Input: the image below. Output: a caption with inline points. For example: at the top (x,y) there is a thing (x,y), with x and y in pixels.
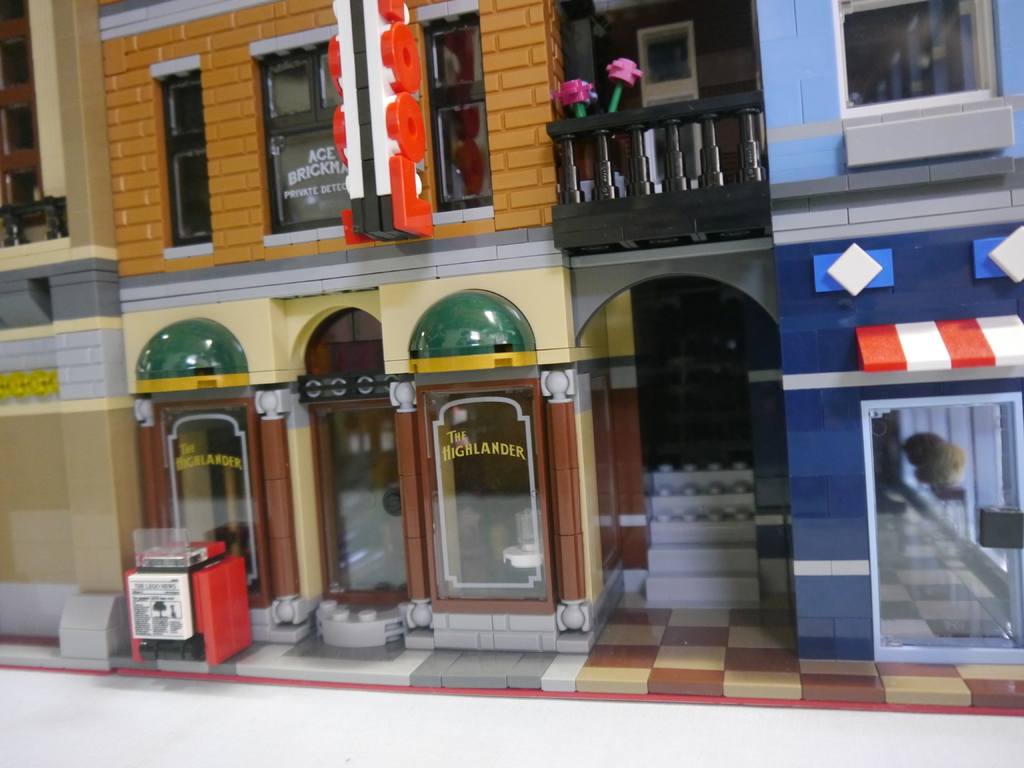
In this image I can see the miniature (440,187) in which I can see few buildings (517,259), windows (929,79), few glass walls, stairs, railing (666,155), flowers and few objects (146,564).
